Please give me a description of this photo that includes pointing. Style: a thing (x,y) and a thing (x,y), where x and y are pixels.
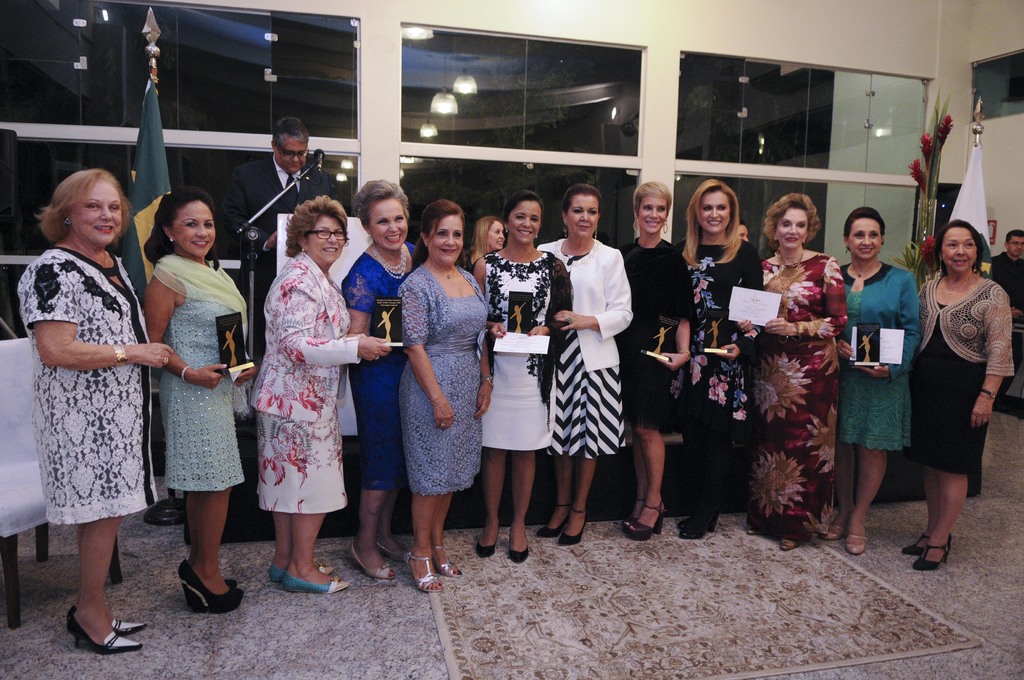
There are group of women (884,289) standing and smiling. This is the carpet (469,627) on the floor (344,609). I can see the man (294,162) standing. This looks like a podium (349,234). Here is the mic (313,165) attached to the stand (245,231). I can see two flags (152,153) hanging to the poles (977,123). This is the chair (25,468). I think this is a flower plant (924,204). These are the glass door (564,129). I can see the reflection (441,100) of the lamps (410,160) on the glass (417,125). At the right corner of the image (1008,249), I can see another person (1014,290) standing.
